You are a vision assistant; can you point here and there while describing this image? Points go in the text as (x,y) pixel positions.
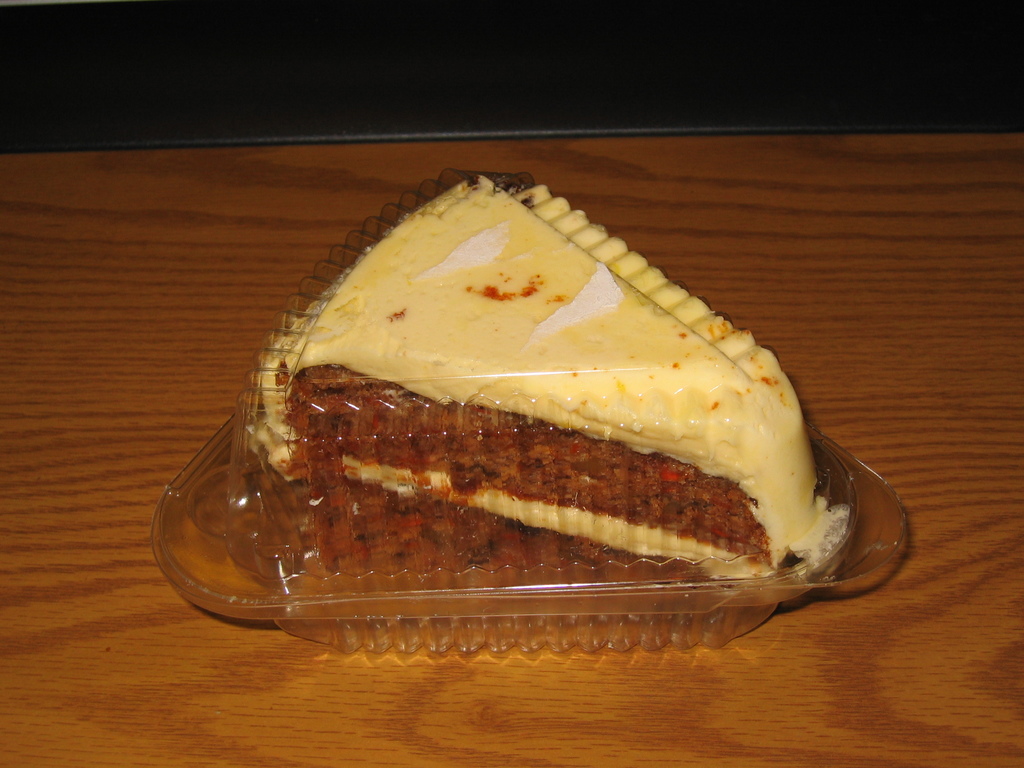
In this image I can see a piece of cake (628,342), which is packed in a plastic box (482,591). This box (308,607) is placed on the wooden table (270,250).
